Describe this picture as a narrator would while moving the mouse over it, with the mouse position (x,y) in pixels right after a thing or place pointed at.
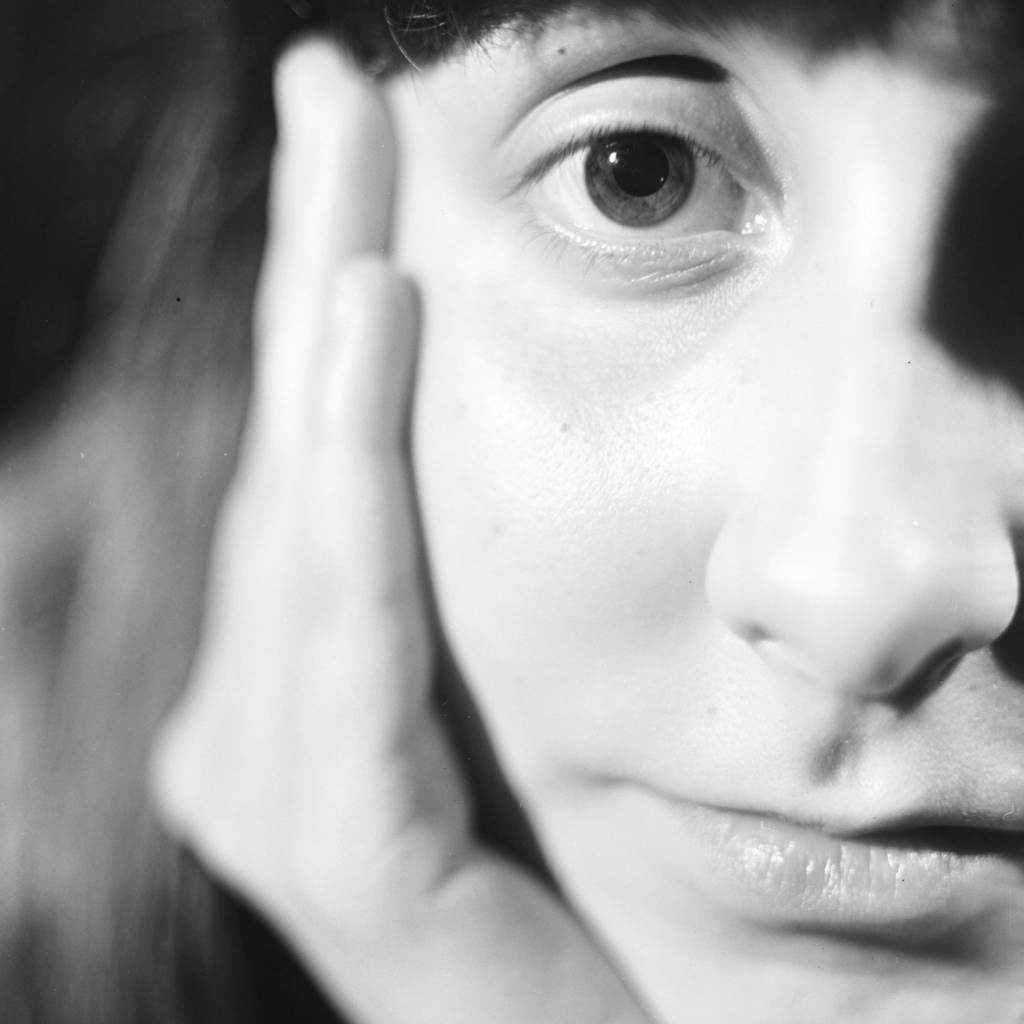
It is a black and white image in this a woman (694,828) is placing her head (726,691) on her hand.
